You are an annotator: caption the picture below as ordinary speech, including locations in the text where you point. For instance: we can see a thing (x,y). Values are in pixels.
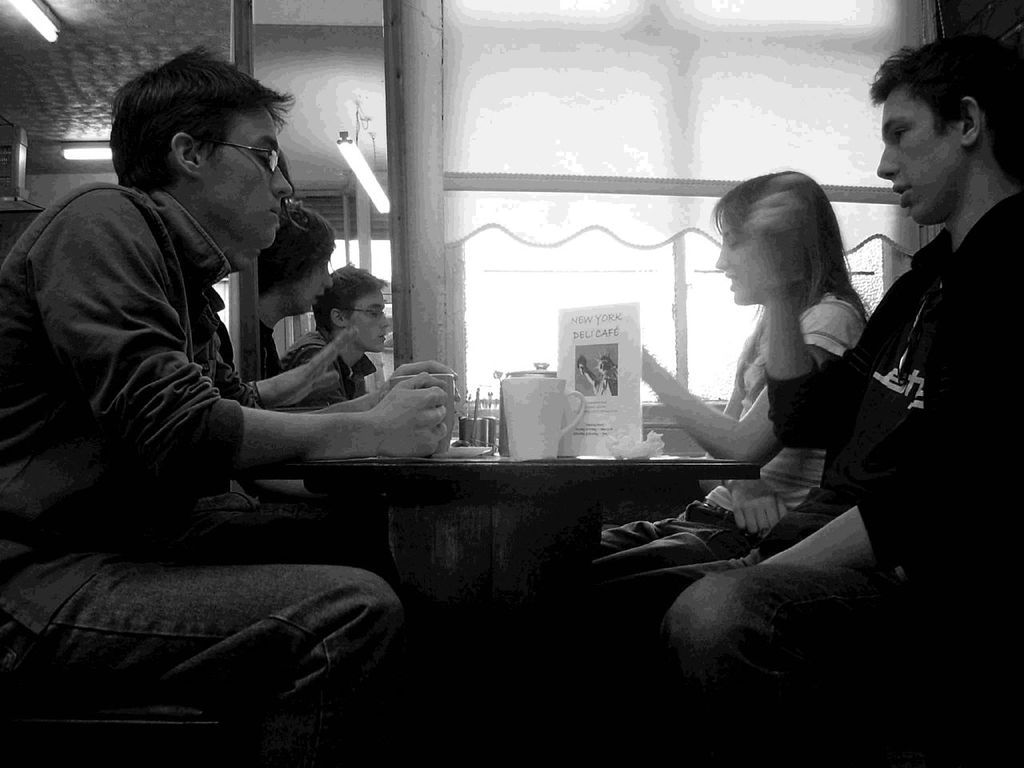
There are four people (19,256) sitting in front of a table (544,552). Three of them are men (369,431) and one is woman (763,340). On the table (596,455) there is a cup (554,404). In the background (561,266) we can observe some windows (561,266) and curtain (553,199).
